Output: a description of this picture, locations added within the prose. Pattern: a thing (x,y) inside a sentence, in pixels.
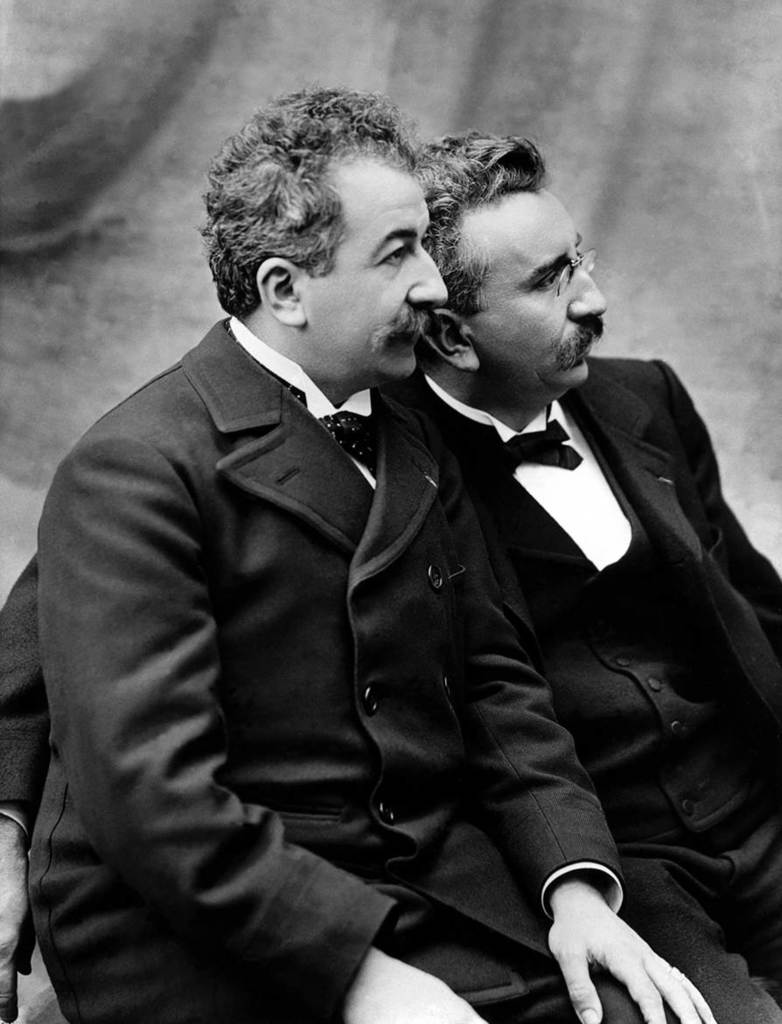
In this black and white image there are two men (302,617) sitting. Behind them there is a wall (243,52).
